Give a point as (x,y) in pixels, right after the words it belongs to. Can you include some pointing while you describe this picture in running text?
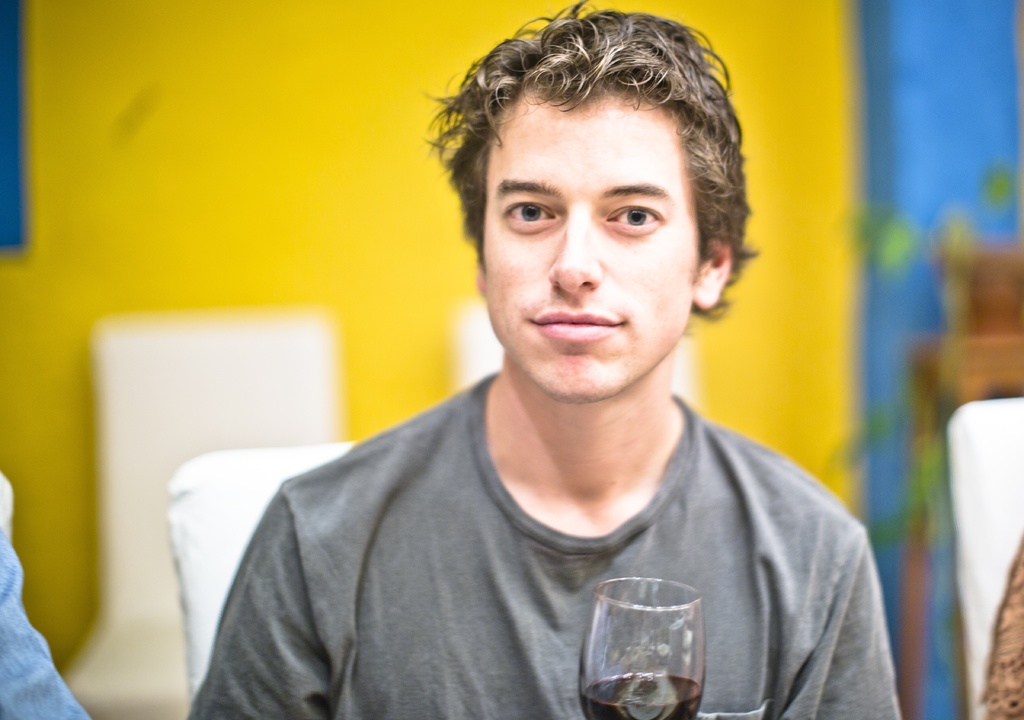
In the image there is a man (557,416), he is holding a glass (605,624) with some drink (631,694) and the background of the man (444,648) is blurry and he is wearing grey t-shirt (424,608).
